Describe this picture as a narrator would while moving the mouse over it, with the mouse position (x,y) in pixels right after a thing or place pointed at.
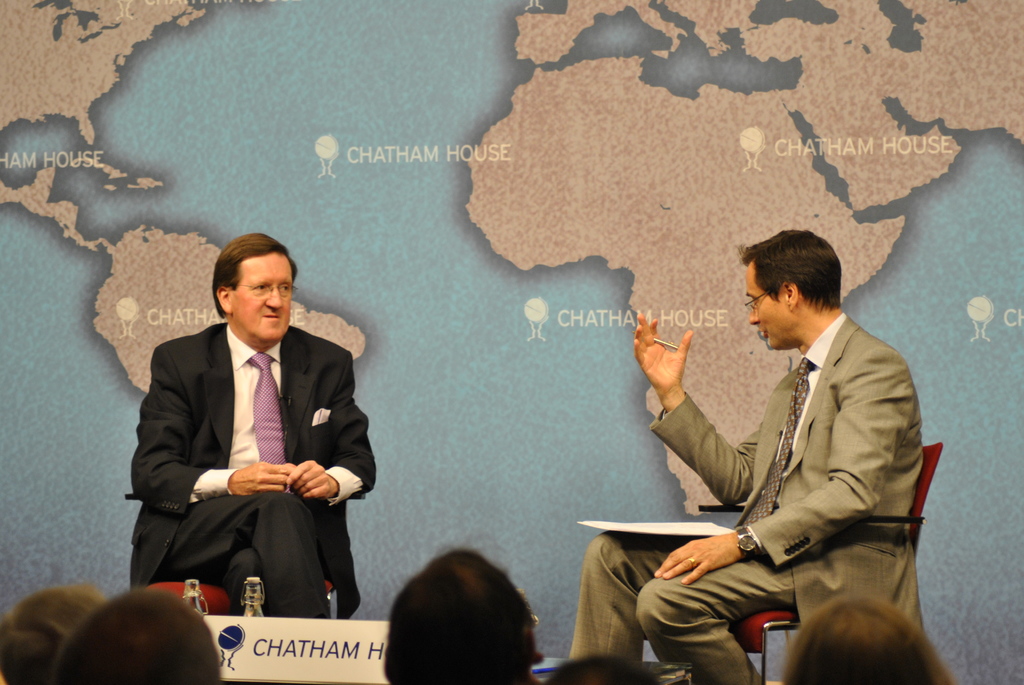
In this image I can see on the left (263,524) man (254,534) is sitting on the chair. He wore black color coat (183,468), trouser (223,502). At the bottom (303,664) there is the name (287,656) Chatham House in a white color board (321,659). On the right side (824,308) a man (810,532) is sitting and speaking, he wore coat (763,484), tie (763,508), shirt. In the middle (448,381) there is the world map image (674,226). At the bottom (178,649) there are people (873,651).
